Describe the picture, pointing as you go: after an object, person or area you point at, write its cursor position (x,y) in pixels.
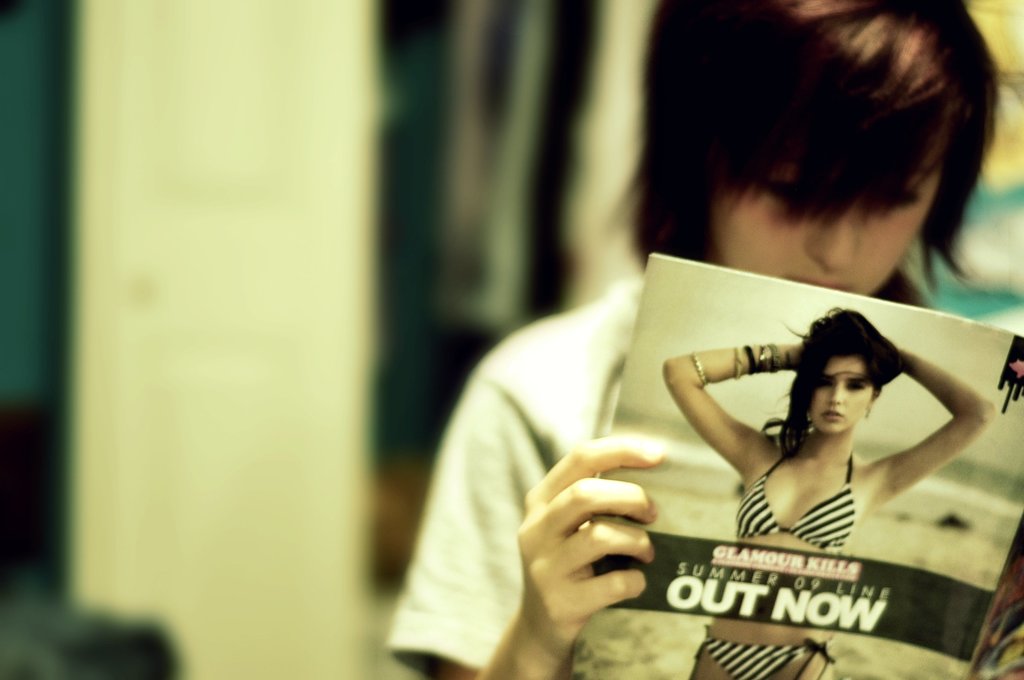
On the right side of this image (733,223) there is a person (634,495) a book (740,502) in the hand (586,542) and looking into the book (765,494). On the book (785,587) I can see some text (783,578) and an image (847,400) of a woman (753,487). The background (32,494) is blurred.
